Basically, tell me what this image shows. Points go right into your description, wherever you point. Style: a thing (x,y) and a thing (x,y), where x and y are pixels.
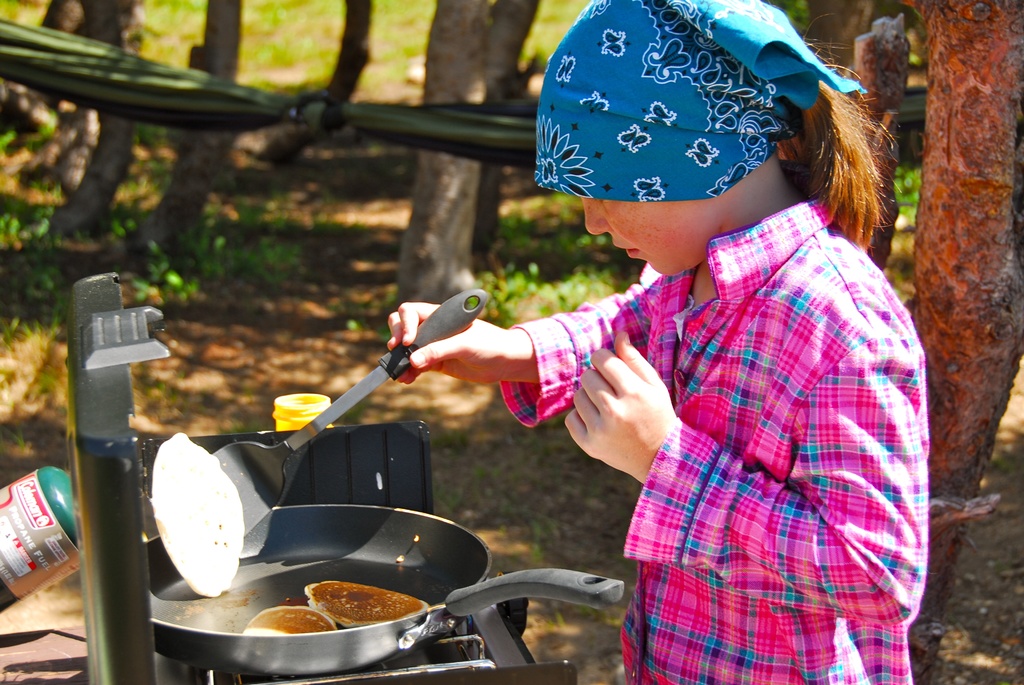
In this given image, I can see a girl (704,646) standing and holding a spatula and behind girl (744,219), I can see a few trunk of a trees (923,214) and i can see few objects (297,545).
